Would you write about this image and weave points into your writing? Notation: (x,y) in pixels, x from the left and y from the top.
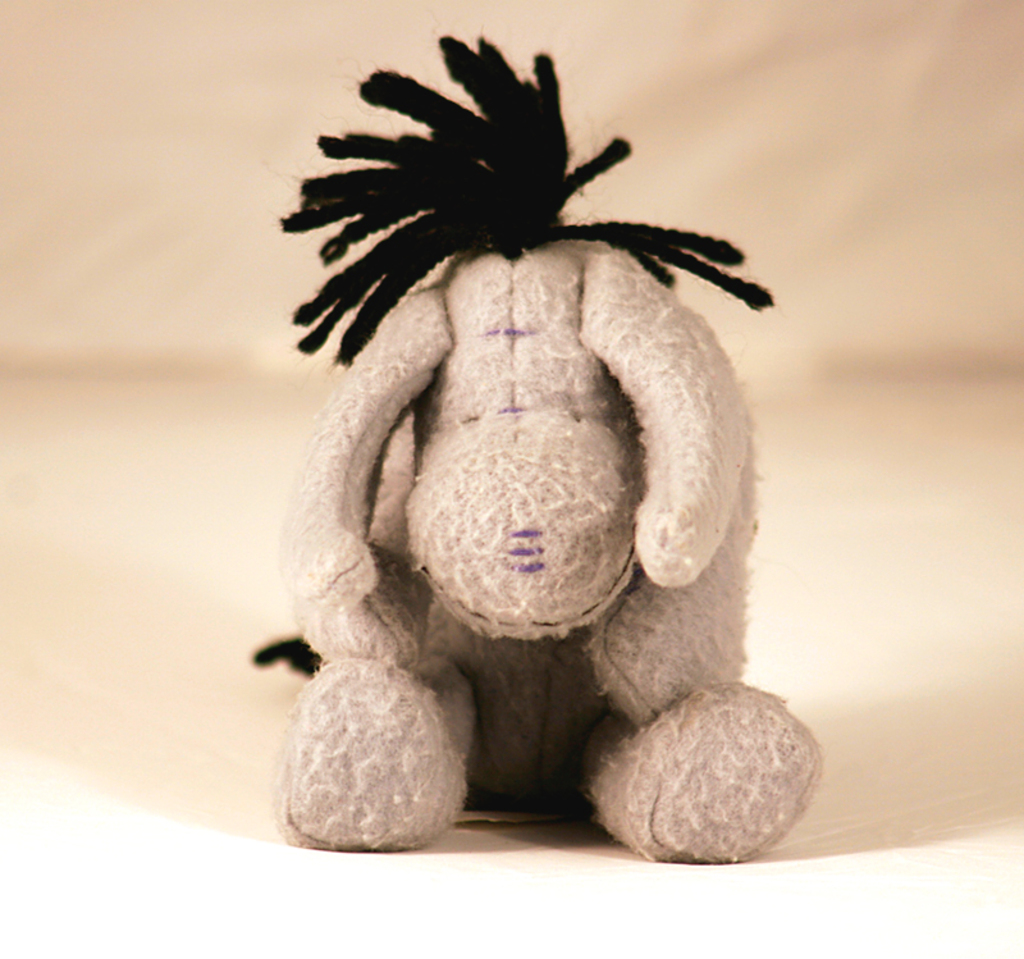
In this image we can see a doll (562,671) placed on the floor (843,566).
